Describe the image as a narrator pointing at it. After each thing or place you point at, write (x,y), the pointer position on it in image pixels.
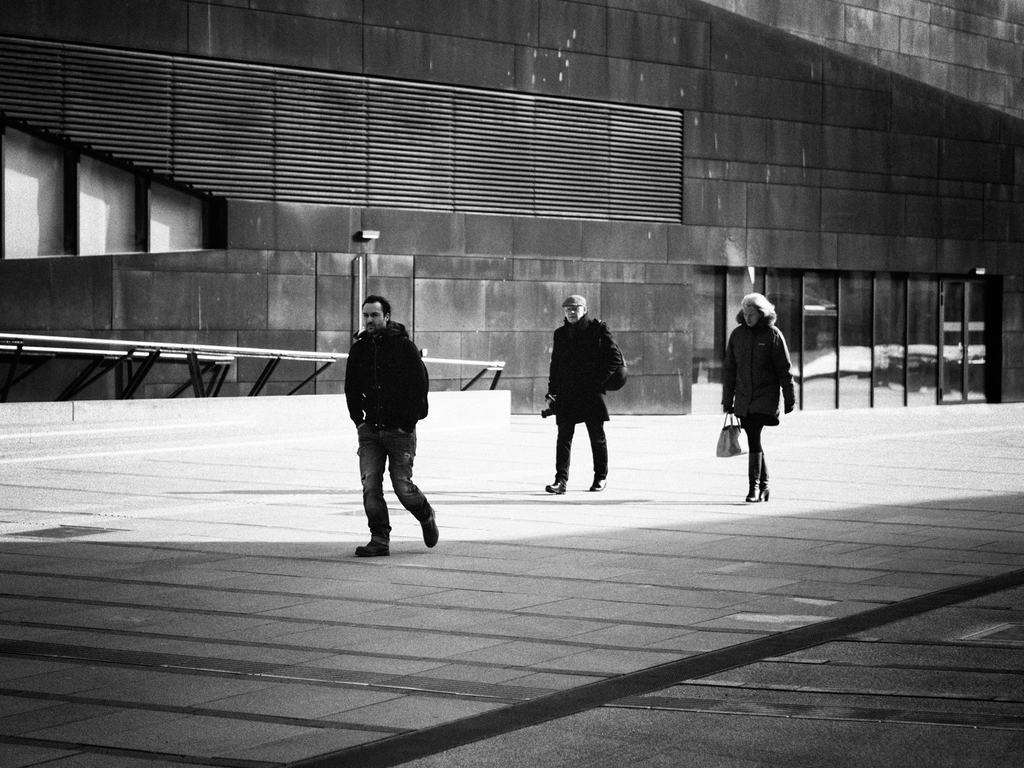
This is a black and white image. In this image we can see two men (556,481) and a woman (753,466) walking on the ground (647,552). In that the woman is holding a bag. On the backside (809,254) we can see a building (627,333).
